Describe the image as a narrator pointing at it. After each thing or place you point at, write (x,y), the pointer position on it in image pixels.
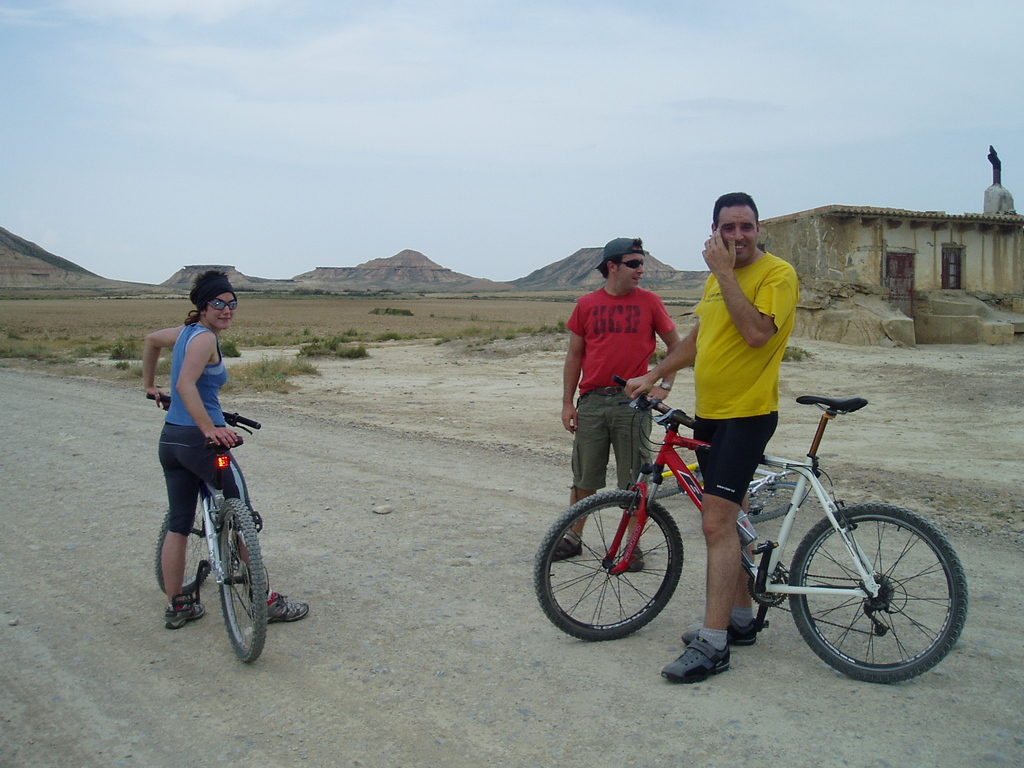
It's a sunny day in this picture. There are three people (731,240) here. Two of them are holding bicycles (658,470) and a man (620,429) is standing alone. Two of them are wearing shorts (729,455). There are even mountains (377,272) in the background (367,277). The sky (787,169) is in blurred state.
